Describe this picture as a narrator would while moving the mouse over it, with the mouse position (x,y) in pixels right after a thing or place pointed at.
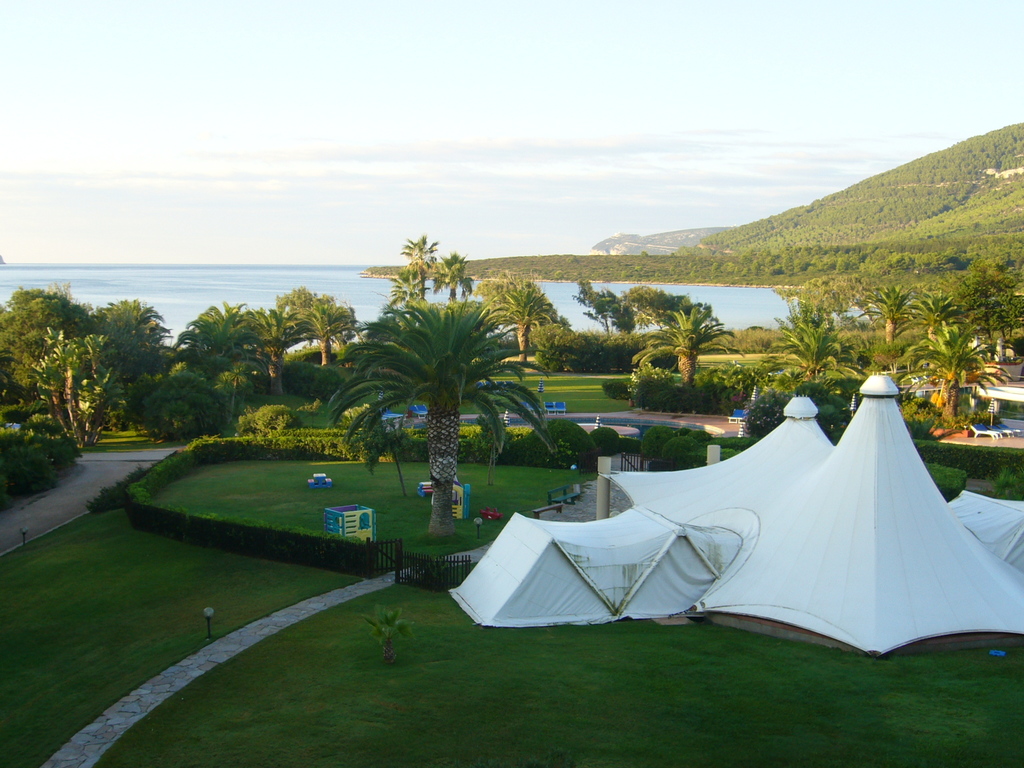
This is a garden (515,282). Here I can see many plants (534,461) and trees (246,372). On the right side (812,545) there is a tent (752,500). In the background (259,297) there is an Ocean (246,286). At the top (537,152) I can see the sky (324,86).
